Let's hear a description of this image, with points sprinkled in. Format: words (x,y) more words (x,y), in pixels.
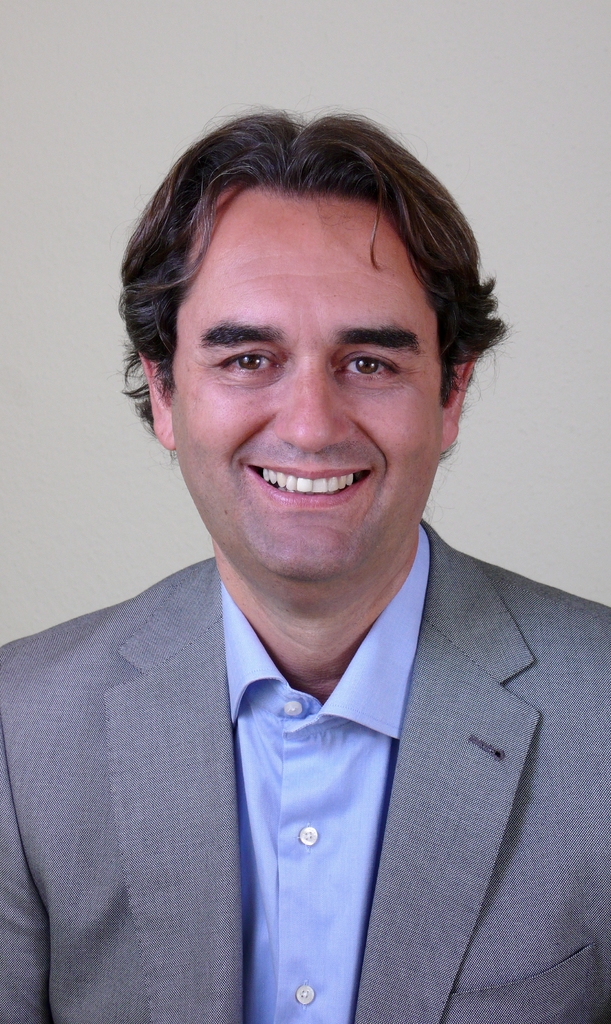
In this image we can see a man (286,497) with a smiling face (270,492) and a white background (133,48).
